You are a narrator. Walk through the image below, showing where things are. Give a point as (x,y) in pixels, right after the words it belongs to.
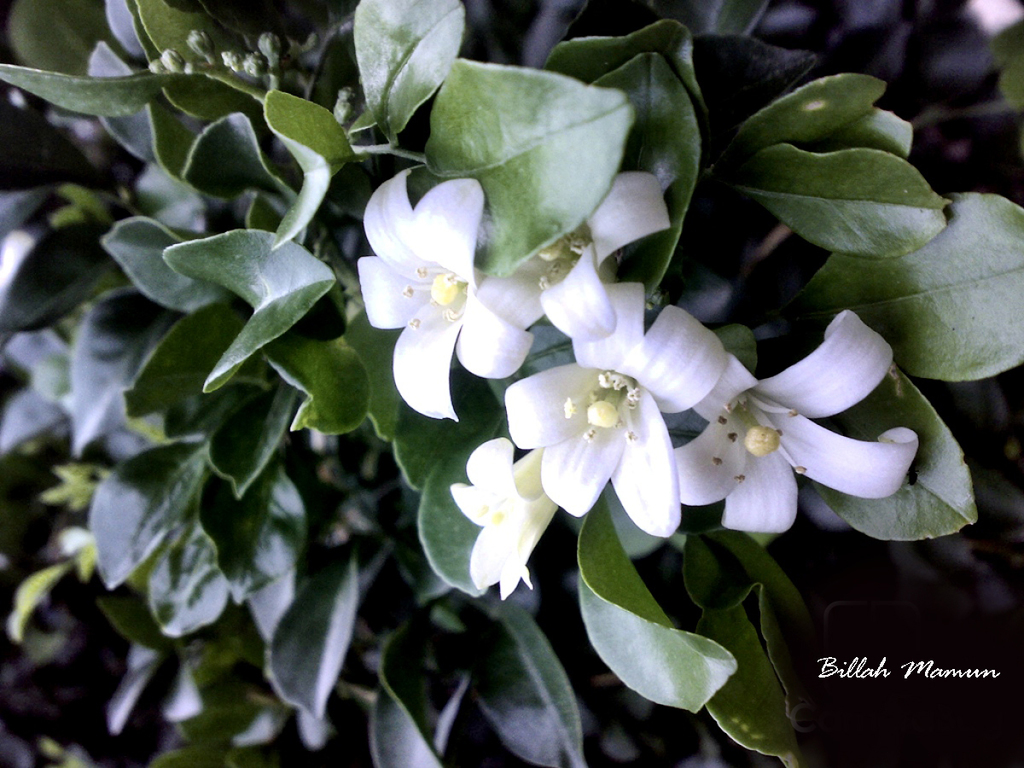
In the picture we can see the plants (444,490) with some white color flowers (792,500) to it.
